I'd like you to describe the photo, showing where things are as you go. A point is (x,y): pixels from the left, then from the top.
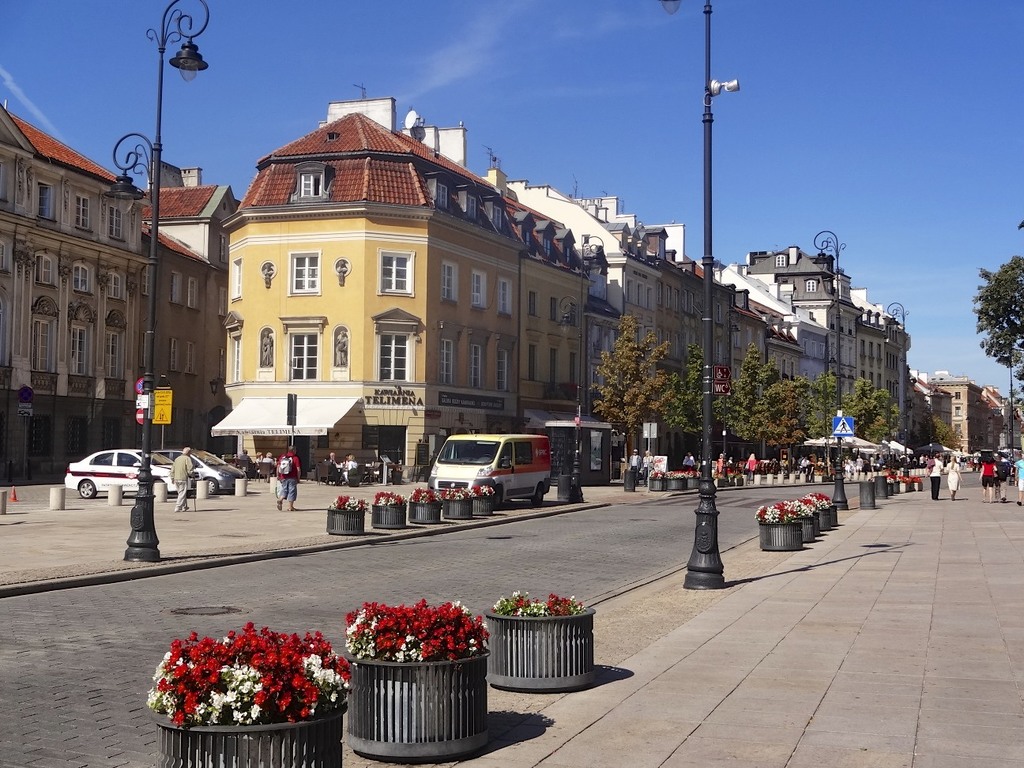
In this picture we can see flower plants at the bottom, there are some people (931,460) walking on the right side (1014,480), we can see poles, trees (743,392) and lights (186,74) in the middle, on the left side (97,469) there are three vehicles (485,466) and some people (346,458), in the background (411,418) we can see buildings (169,216) and umbrellas (820,444), there is the sky (923,321) at the top of the picture (583,81).
